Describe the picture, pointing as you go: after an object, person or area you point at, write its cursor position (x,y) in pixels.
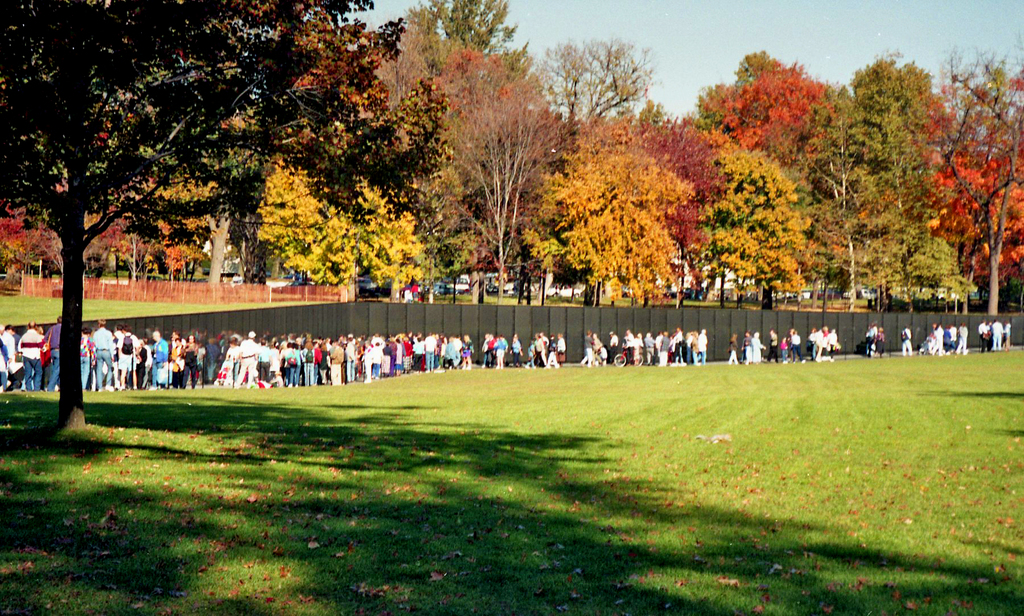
In this image I can see the ground (447,479), some grass (406,515) and few leaves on the ground (325,503), few trees (249,165) which are green, yellow and orange in color, number of persons (339,354) standing on the ground (806,381) and the fencing (752,318). In the background (682,30) I can see the sky (728,32).
